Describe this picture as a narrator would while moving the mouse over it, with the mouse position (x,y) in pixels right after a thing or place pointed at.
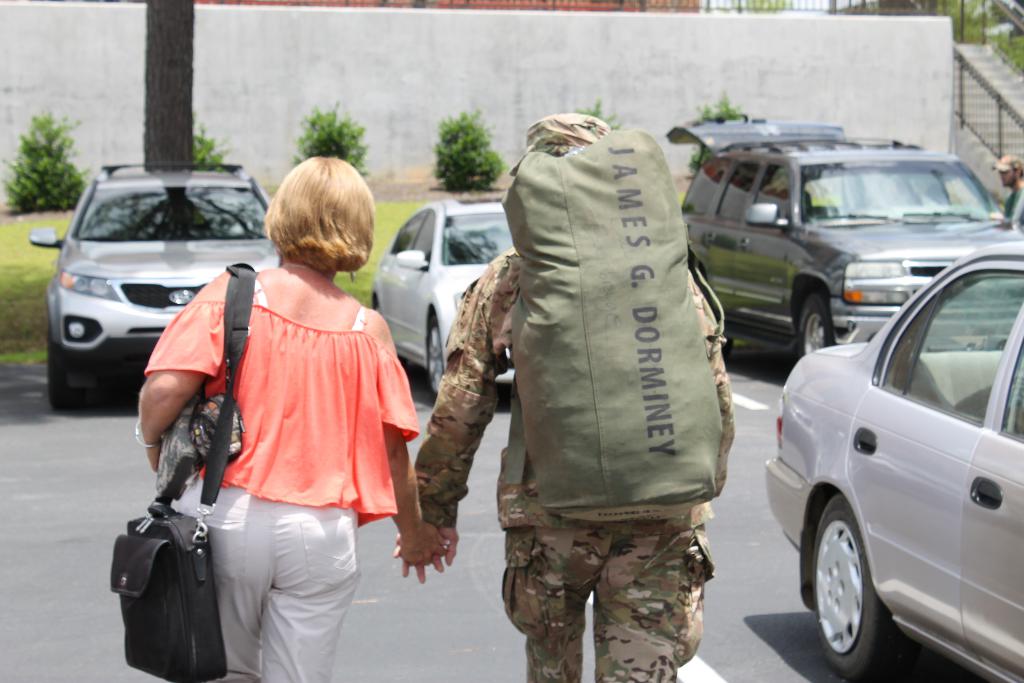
These two persons (351,438) are walking and holding hands (419,534) each other and wear bag (213,491). We can see vehicles (485,225) on the road (50,531). On the background (515,57) we can see wall (867,31), fence (968,66), plants (473,136), grass (388,226).
